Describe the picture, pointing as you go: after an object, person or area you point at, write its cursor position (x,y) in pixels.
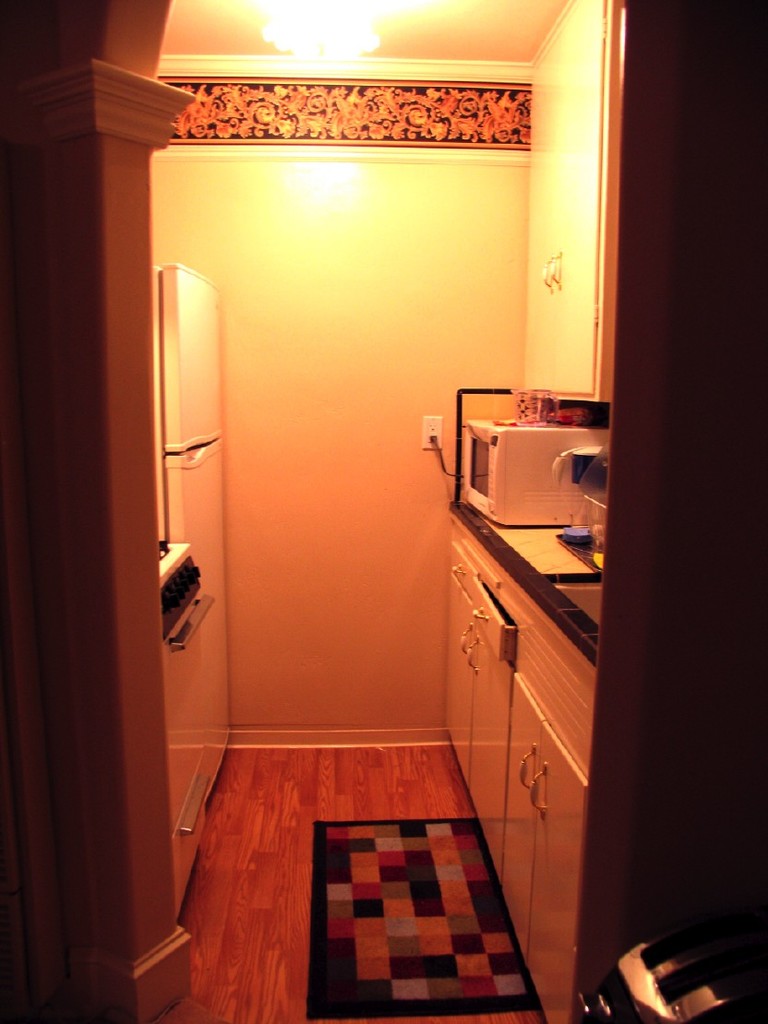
In this image there are cupboards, mat (459,988), microwave oven (466,465), refrigerator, light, bread toaster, washbasin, stove (180,577), light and there are some objects (550,410).
